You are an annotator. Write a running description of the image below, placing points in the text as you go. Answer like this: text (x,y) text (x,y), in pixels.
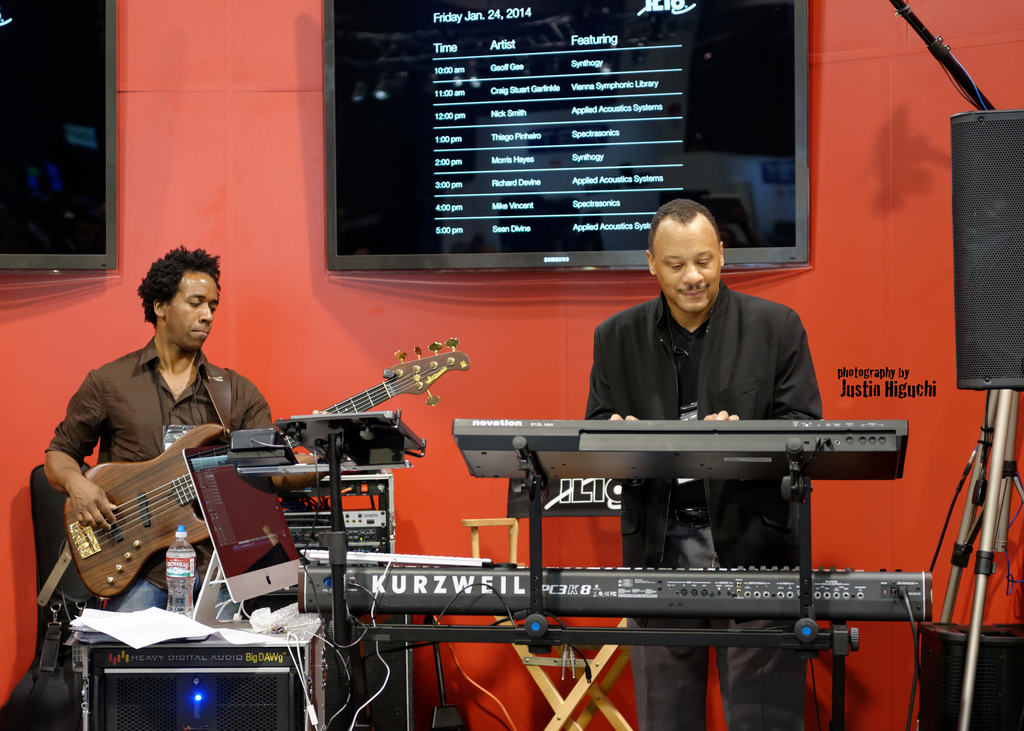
In this image I can see two men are playing musical instruments (412,351). In the background (324,78) I can see a screen (566,235) with a list (628,226).
